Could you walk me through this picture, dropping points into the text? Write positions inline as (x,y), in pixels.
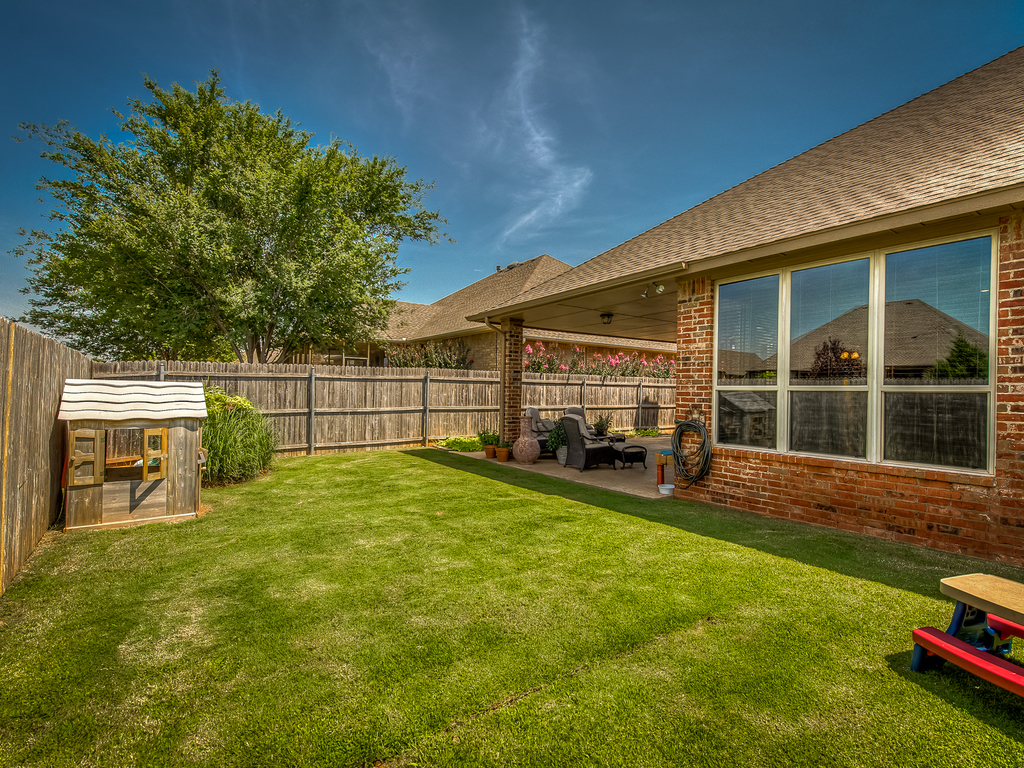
In this picture there are buildings (923,343). On the right side of the image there are chairs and plant pots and there is a bench (1008,599) and wire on the wall (755,479). There are trees (273,297) and flowers (567,372) and buildings (597,341) behind the railing (25,358). On the left side of the image (89,493) there is a house (177,497) and there is a plant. At the top (600,98) there is sky (666,89) and there are clouds (405,106). At the bottom (456,557) there is grass (446,525).
